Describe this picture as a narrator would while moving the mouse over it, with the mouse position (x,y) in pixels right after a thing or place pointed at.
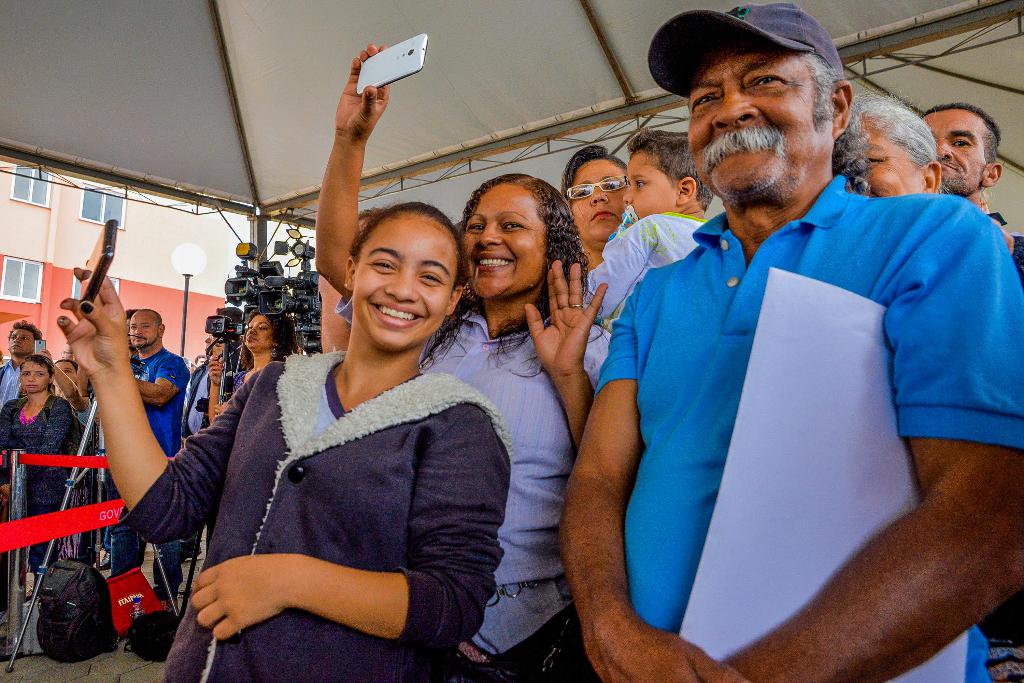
There are many people (626,230) standing. And to the right side (696,345) there is a man (693,337) with blue shirt (693,337) is standing and he is smiling. And the girl (417,460) with the blue jacket (395,493) is standing and she is holding a mobile phone (86,287) in her hand (82,272). And the left side (269,269) there are some video cameras (261,285). And to the top (242,60) there is a tent (217,49). And to the left side (114,208) we can see building (37,194) with the window (36,194). And a pole (186,284) with the lamp (191,262). And at the bottom (69,621) there is a black bag (76,599).
